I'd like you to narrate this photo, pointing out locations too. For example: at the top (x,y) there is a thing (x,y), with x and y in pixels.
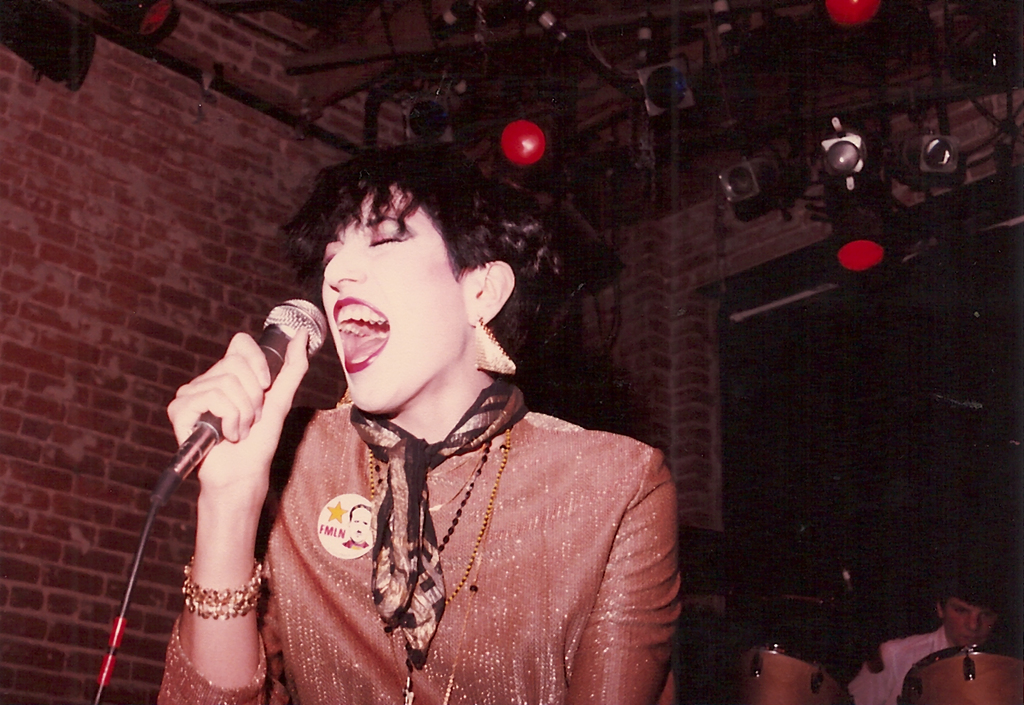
In this image there is a lady (201,522) standing and singing on the stage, behind her there is a man (990,600) playing musical instruments (999,688), also there are some lights (727,176) on the roof (741,151).
